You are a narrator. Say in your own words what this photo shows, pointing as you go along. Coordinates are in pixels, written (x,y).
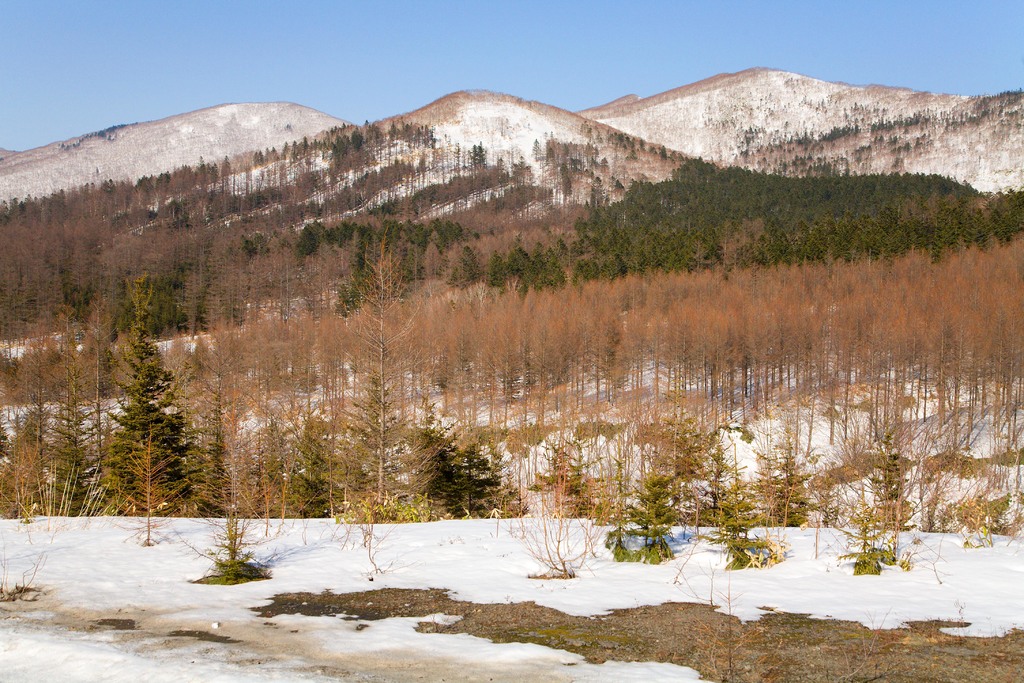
In this picture we can see snow (536,588), few trees (504,440) and hills (625,143).
